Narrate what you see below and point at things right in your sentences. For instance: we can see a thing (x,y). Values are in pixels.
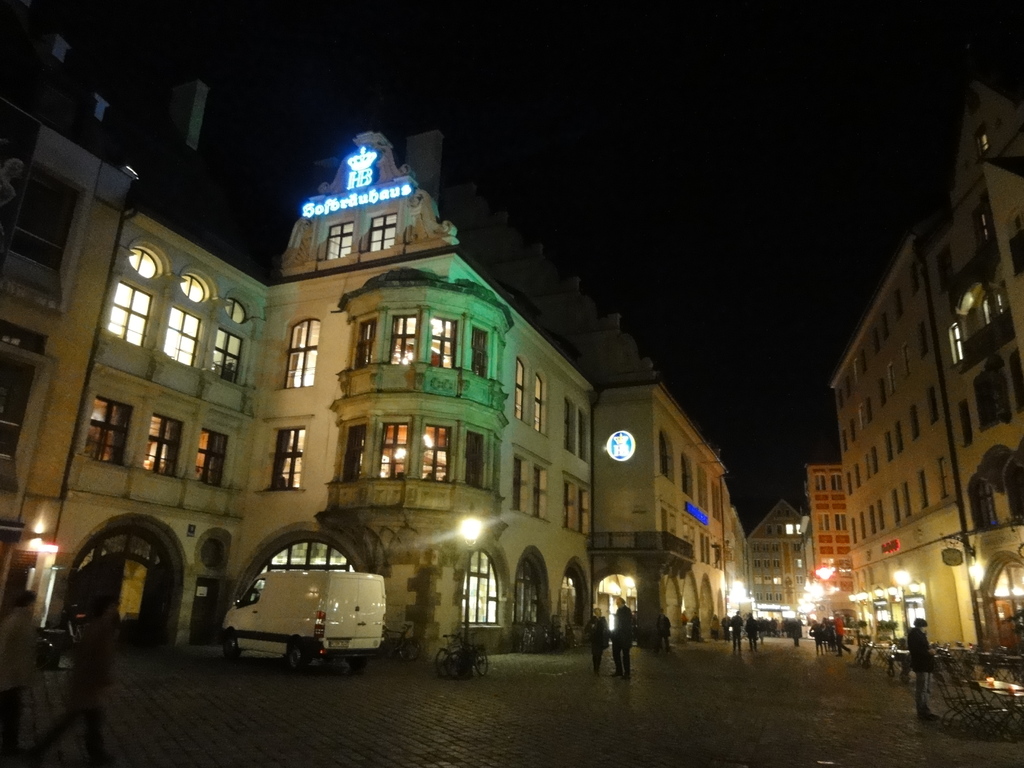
In this picture I can see vehicles (54,651), group of people (782,625) standing, there are poles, lights (818,579), buildings (637,477), chairs (987,710), tables (1012,691).
